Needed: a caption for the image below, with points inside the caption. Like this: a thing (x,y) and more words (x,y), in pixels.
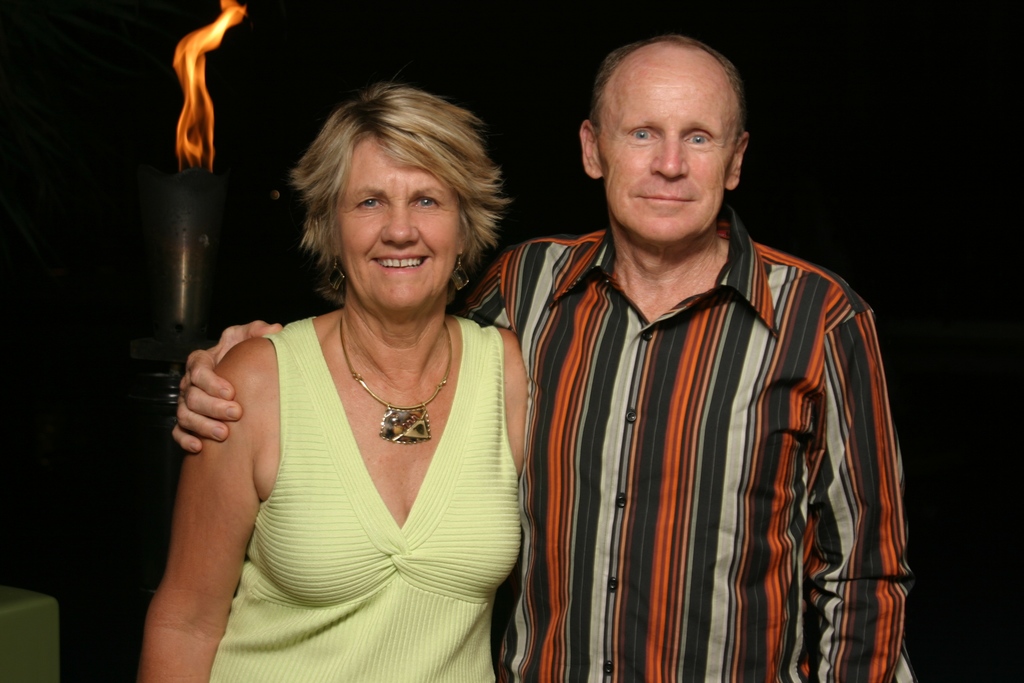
In this image we can see a man (705,386) and a woman (446,381) standing. In the background (185,226) we can see fire (194,113) in the lamp (190,240).
